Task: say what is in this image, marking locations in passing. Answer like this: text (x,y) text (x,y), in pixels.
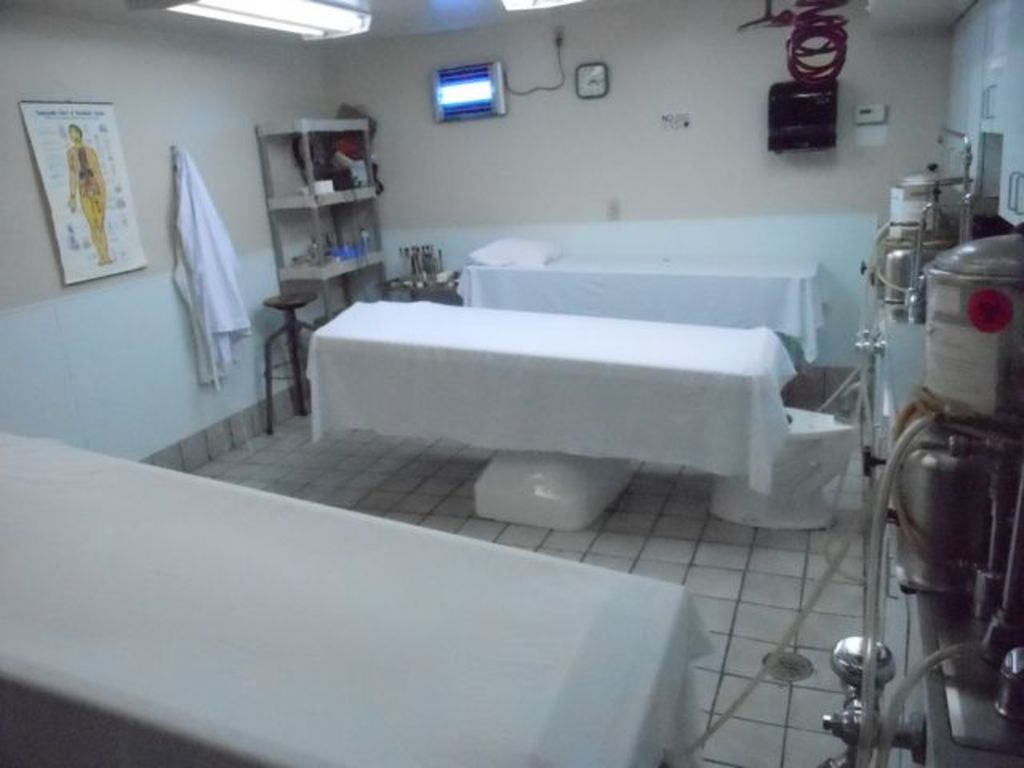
In the center of the image (455,435) there are beds (344,625). On the right side of the image (923,515) we can see cylinders (929,536), pipelines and switch board (877,117). On the left side of the image (108,225) we can see chart (88,210), shirt (199,237), shelf racks (310,203). In the background (363,76) we can see wall clock (583,95), lights (444,97) and wall (533,134).
